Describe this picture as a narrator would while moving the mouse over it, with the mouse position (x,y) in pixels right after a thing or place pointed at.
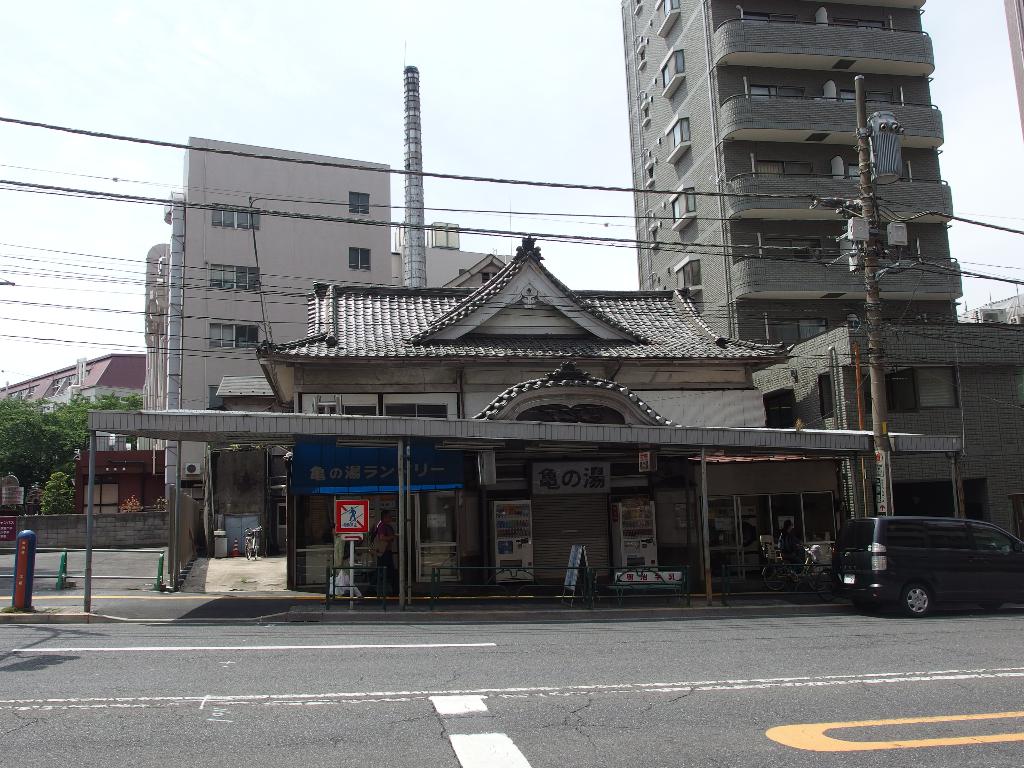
In this image I can see a road (458,684) in the front (618,707) and on the right side (876,576) I can see a black colour car (905,579) on the road (904,634). In the background (1001,496) I can see number of buildings (645,201), number of boards (346,505), few sign boards (343,537), number of poles (873,418), wires (968,222) and on these boards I can see something is written. On the left side (16,415) I can see few trees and I can also see the sky (246,35) in the background (470,141).
